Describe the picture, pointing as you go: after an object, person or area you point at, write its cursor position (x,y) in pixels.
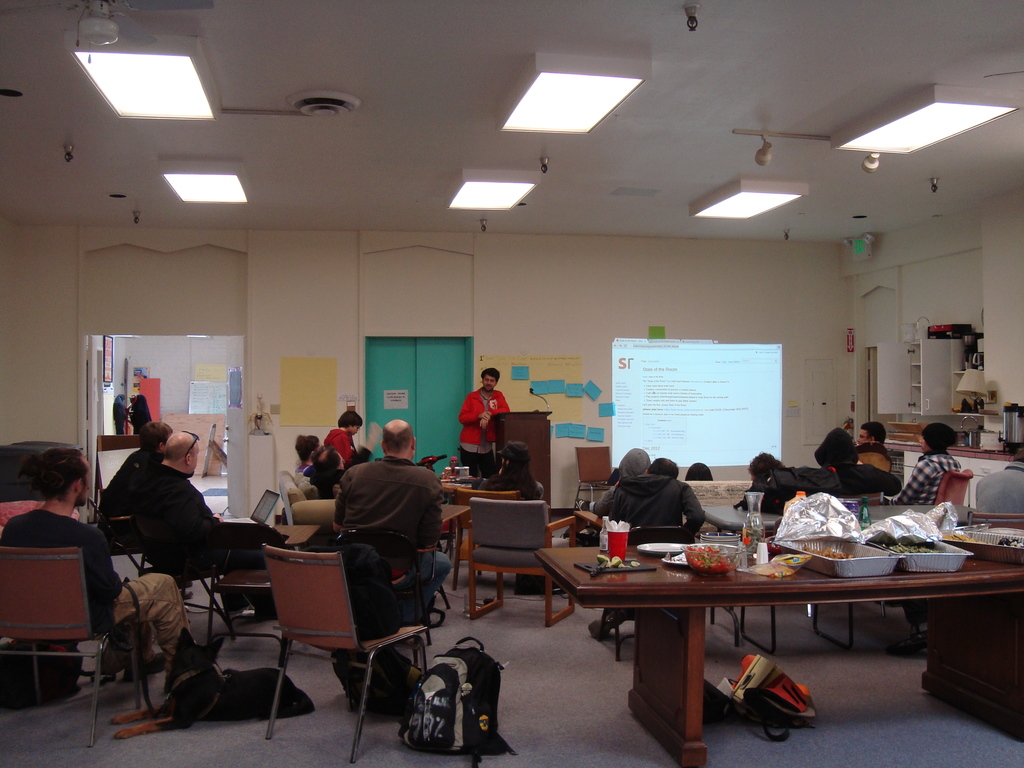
In the middle (480,419) there is a man (466,437) he wear red jacket (470,442). In the middle (457,428) there is a podium (527,432), chair (580,463), screen (688,401) and door (442,405). On the right (809,588) there is a table (920,579) on that there is a tray (897,559), bowl (720,547), cup (615,535) and some food items (726,563). On the left (92,577) there is a man (110,588) he is sitting on the chair (78,610), he wear black t shirt (93,570) and trouser (170,610). At the top (492,177) there are many lights (720,210).
